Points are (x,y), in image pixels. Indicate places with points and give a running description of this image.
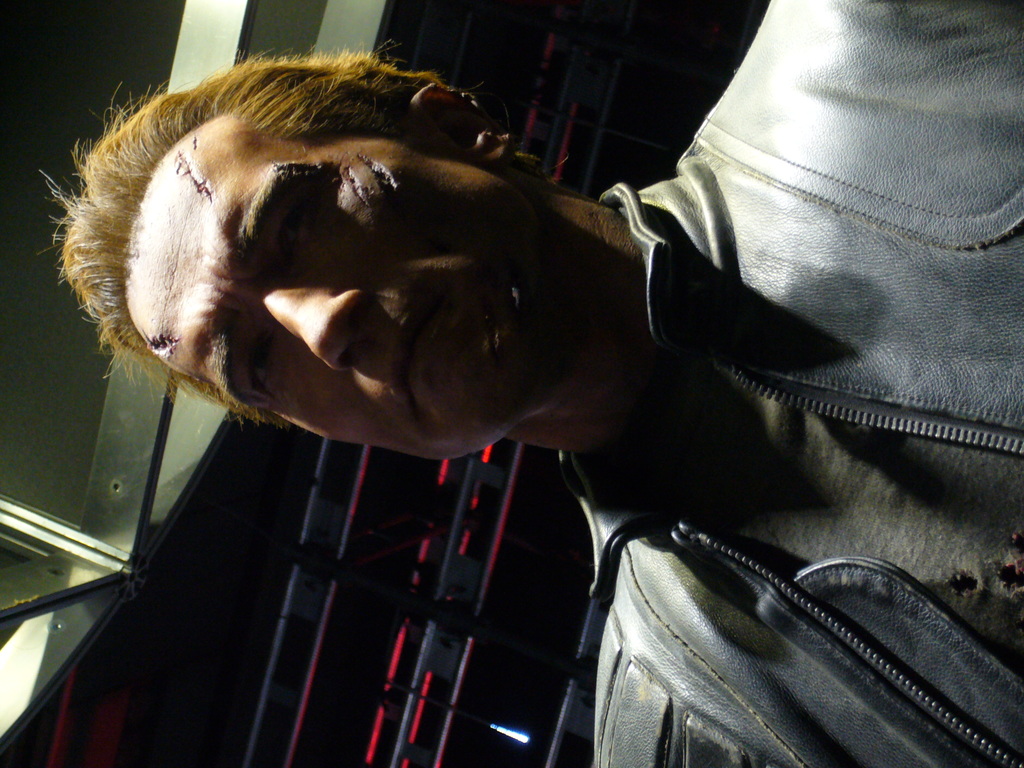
In this image, I can see the man (897,638). In the background (494,565), I can see the lights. This looks like a pole (326,570). On the left side of the image (123,547). I can see the iron rods (107,544).
